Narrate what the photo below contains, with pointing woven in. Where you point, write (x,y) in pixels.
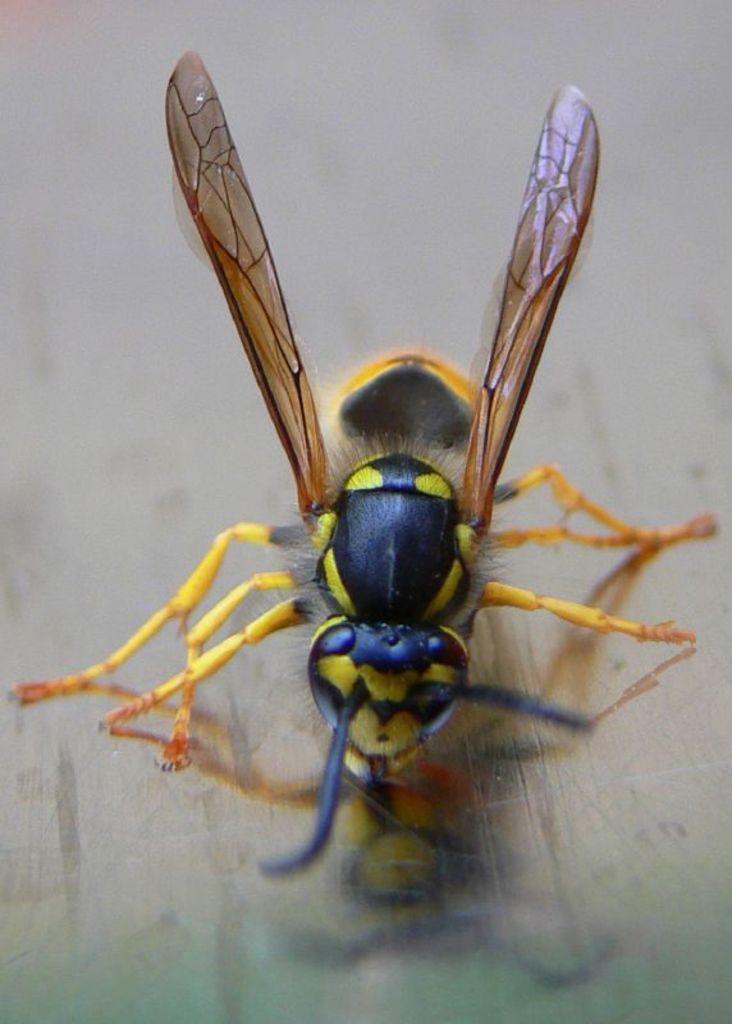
In this image we can see an insect (377,486) on the wooden surface (709,510).
